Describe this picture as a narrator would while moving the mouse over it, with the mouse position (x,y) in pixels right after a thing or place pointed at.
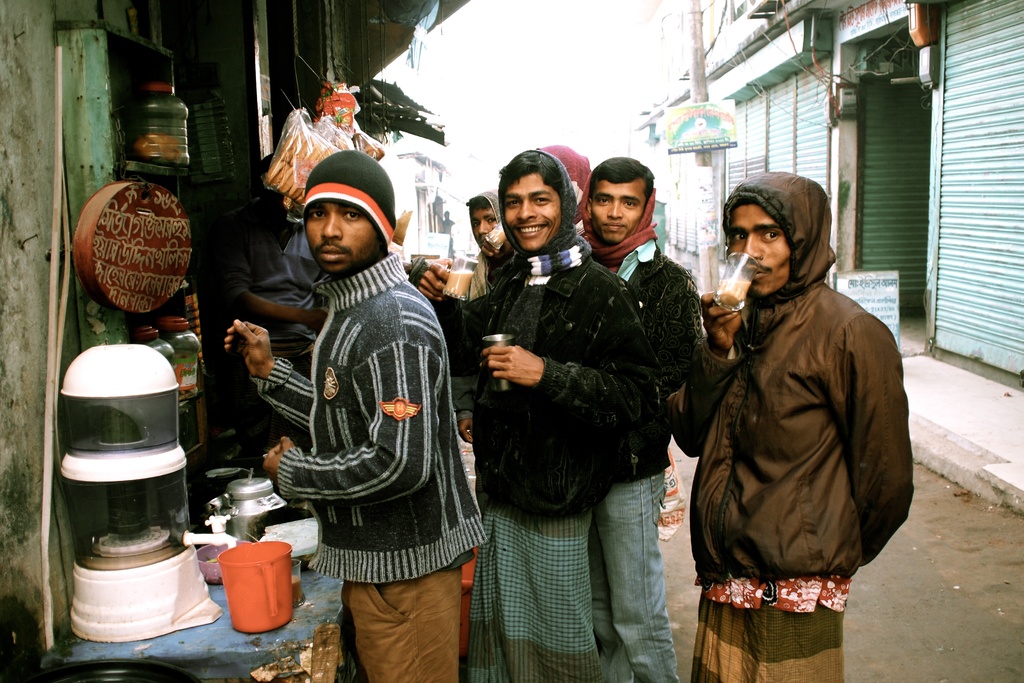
This image is clicked on the road (889,620). There are many people (596,420) standing and holding glasses (469,261) in their hands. To the left (214,659) there is a table (221,640). There are mugs (232,554), jars (247,524) and glasses (292,571) on the table (305,571). On the either sides of the road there are shops (807,138). At the top (568,45) there is the sky (559,55).
